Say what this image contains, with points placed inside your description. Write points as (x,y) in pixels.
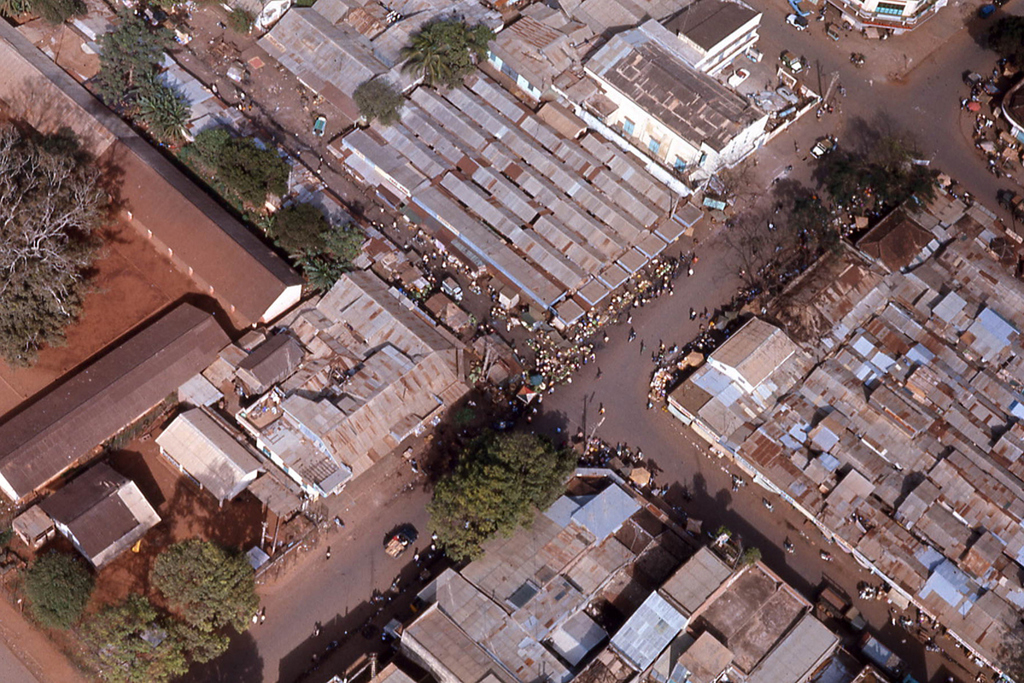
In this image I can see few houses (616,553), trees (537,491), vehicles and few people (637,288).
